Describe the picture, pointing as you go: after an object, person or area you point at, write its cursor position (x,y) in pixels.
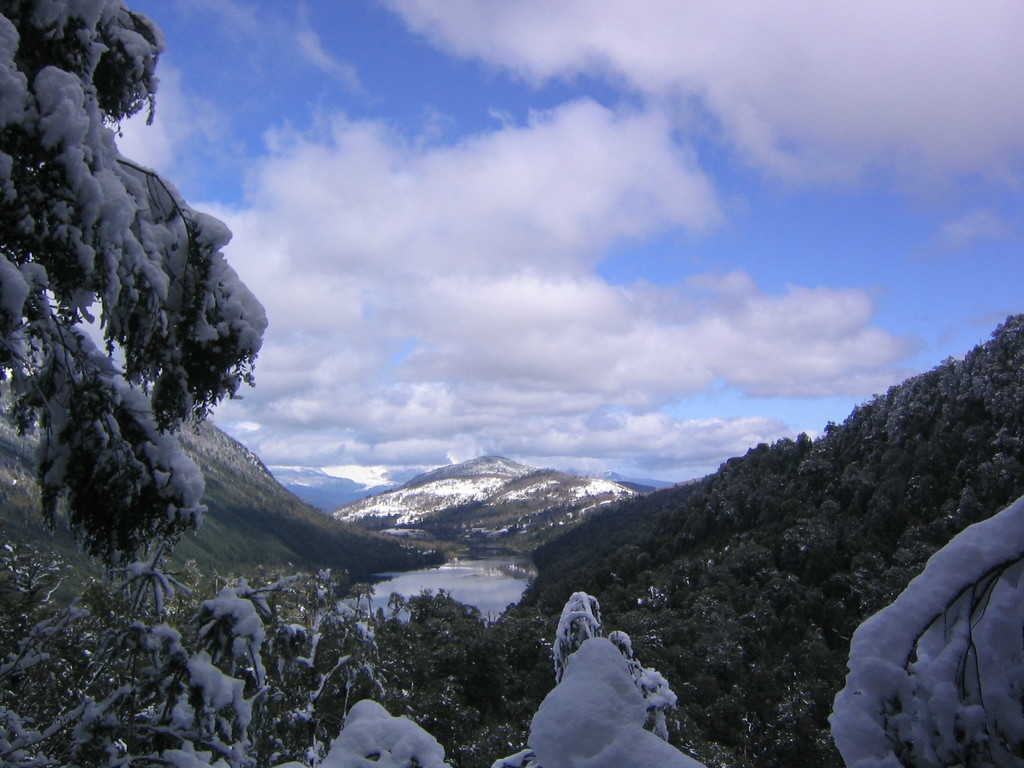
In this image I can see few trees (876,688) which are green in color and on them I can see the snow (577,678) which is white in color. In the background (390,487) I can see the water (483,566), few mountains (438,522), few trees (734,582) and some snow (427,504) on the mountains (477,473) and the sky (568,245).
